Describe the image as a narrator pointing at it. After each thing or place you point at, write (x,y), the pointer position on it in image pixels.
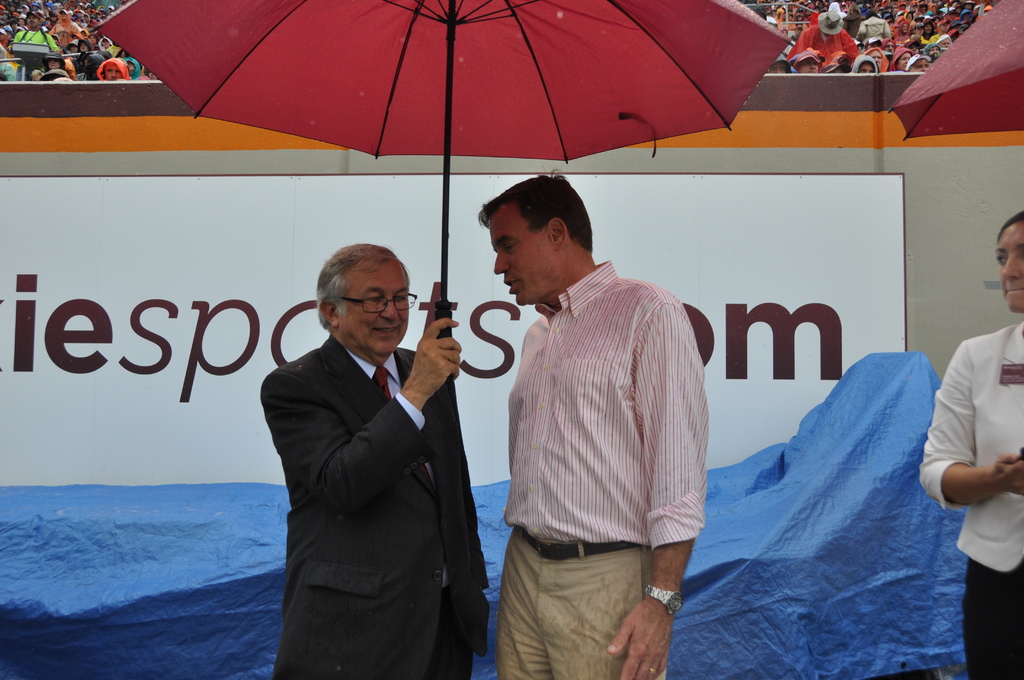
In this picture I can see three persons (993,585) standing, in which one person (335,422) is holding an umbrella (522,123). I can see a tarpaulin (240,667), board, and in the background (20,33) there are group of people (818,37).
